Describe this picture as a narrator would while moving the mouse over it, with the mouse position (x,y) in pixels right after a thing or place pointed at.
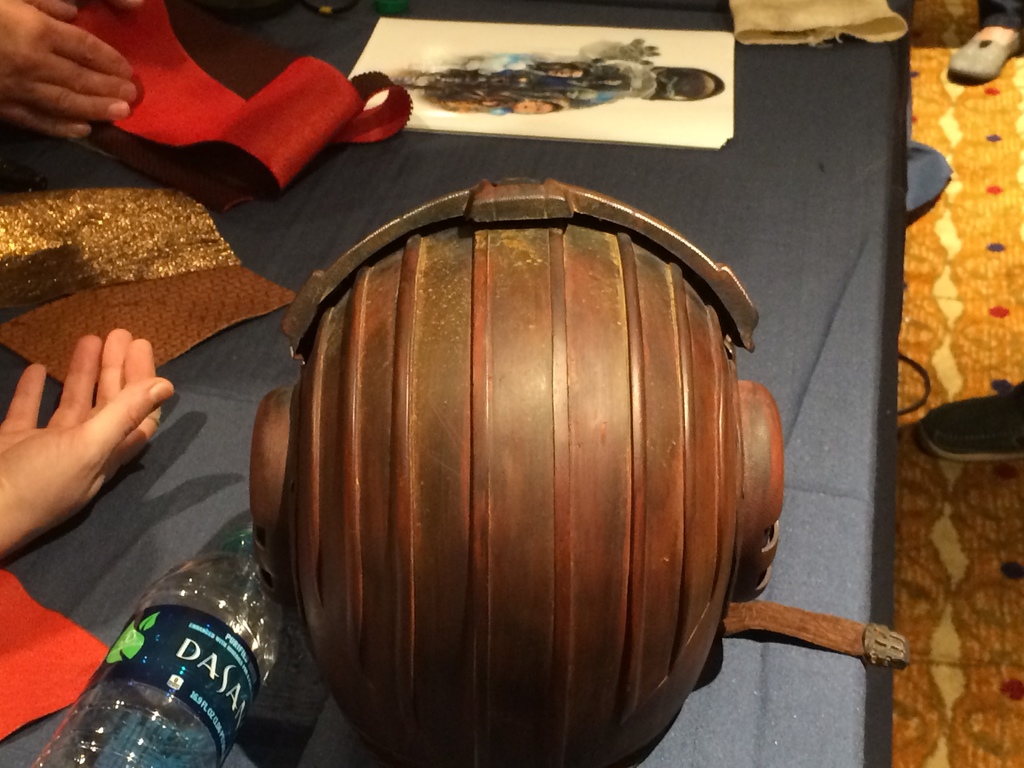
In the middle of the image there is a table (532,162), On the table (419,142) there is a paper (677,41) and there is a helmet (305,560). Bottom left side of the image (243,551) there is a water bottle (65,741). Top left side of the image (105,68) there is a hand (50,12). Top right side of the image (1023,34) also there is a leg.
